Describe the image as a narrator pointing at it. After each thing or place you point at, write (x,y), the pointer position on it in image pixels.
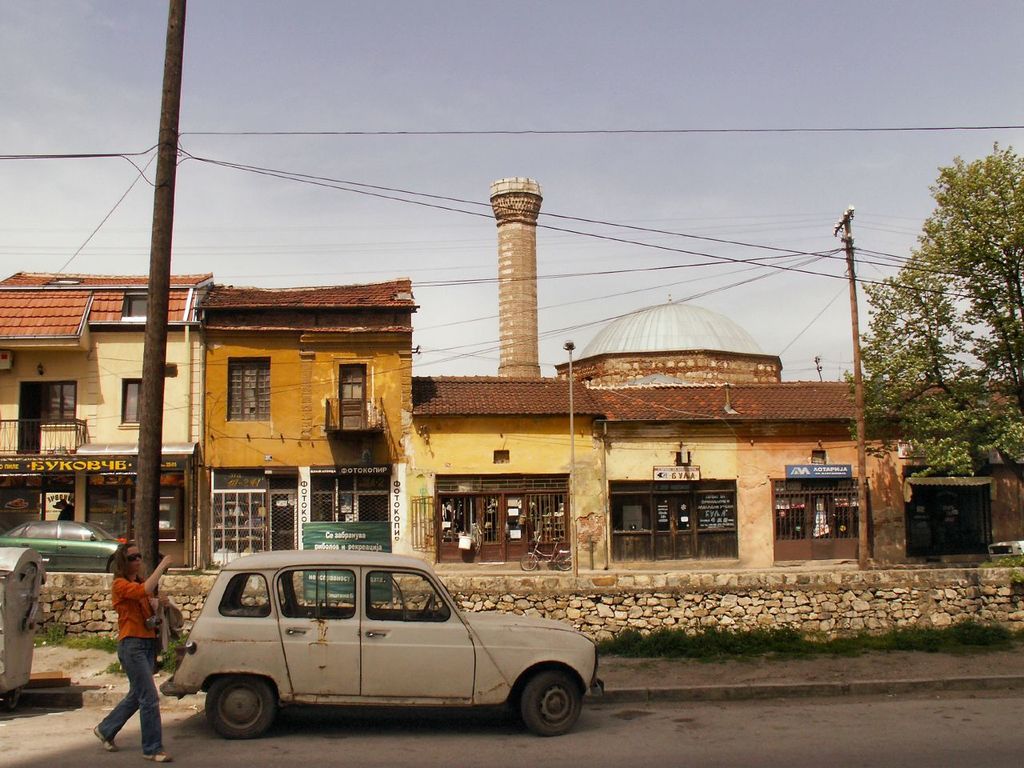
This image is taken outdoors. At the top of the image (409,98) there is a sky (522,111) with clouds (665,176). At the bottom of the image (604,749) there is a road (703,753). In the middle of the image (423,416) there are a few houses (424,483) with walls (513,456), windows (255,377), doors (322,514), roofs (11,328), a railing (59,419) and a balcony (37,431). There are many boards (307,499) with text (307,499) on them. There is a tower (513,298). There are two poles (143,475) with wires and a street light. On the right side of the image (973,351) there is a tree (939,228). In the middle of the image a car (342,595) is parked on the road (96,718) and a woman (149,665) is walking on the road (701,735). On the left side of the image (78,545) a car (77,564) is parked on the ground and there is a garbage bin (31,664).
